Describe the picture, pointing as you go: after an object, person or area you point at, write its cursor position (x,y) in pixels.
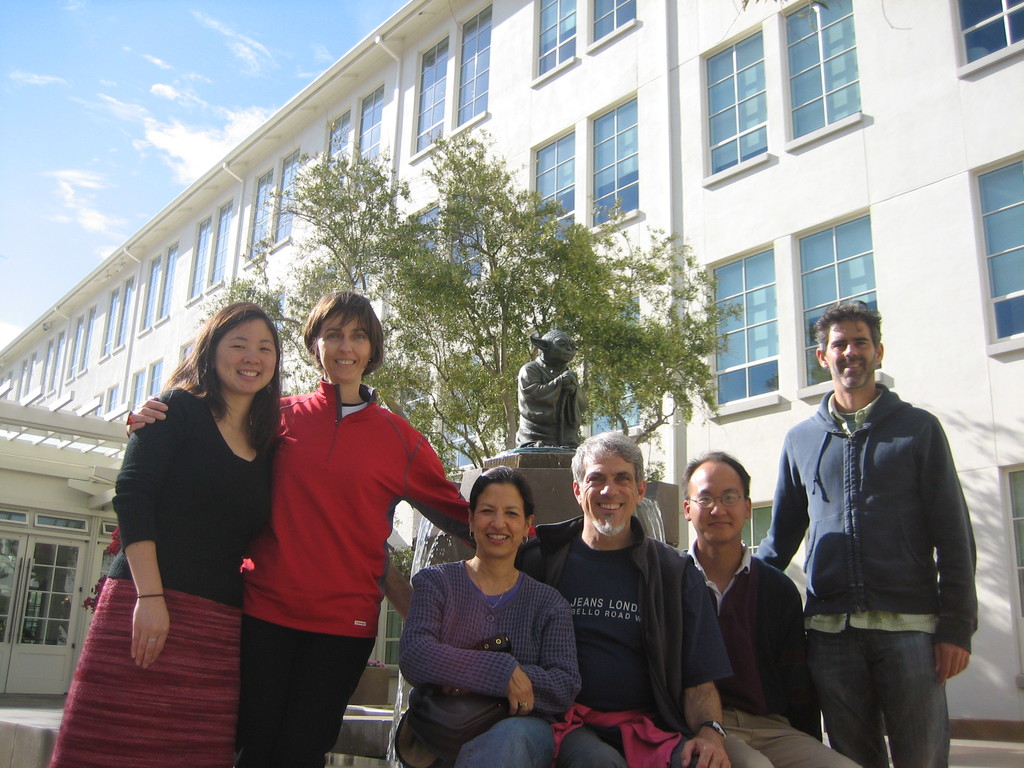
In the picture we can see a few people (626,597) are sitting near the statue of some idol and three people (855,524) are standing beside them and in the background (1008,447), we can see a tree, building (963,438) with windows (769,258) and glasses (438,96) to it and behind it we can see a sky (254,125) with clouds (181,171).
